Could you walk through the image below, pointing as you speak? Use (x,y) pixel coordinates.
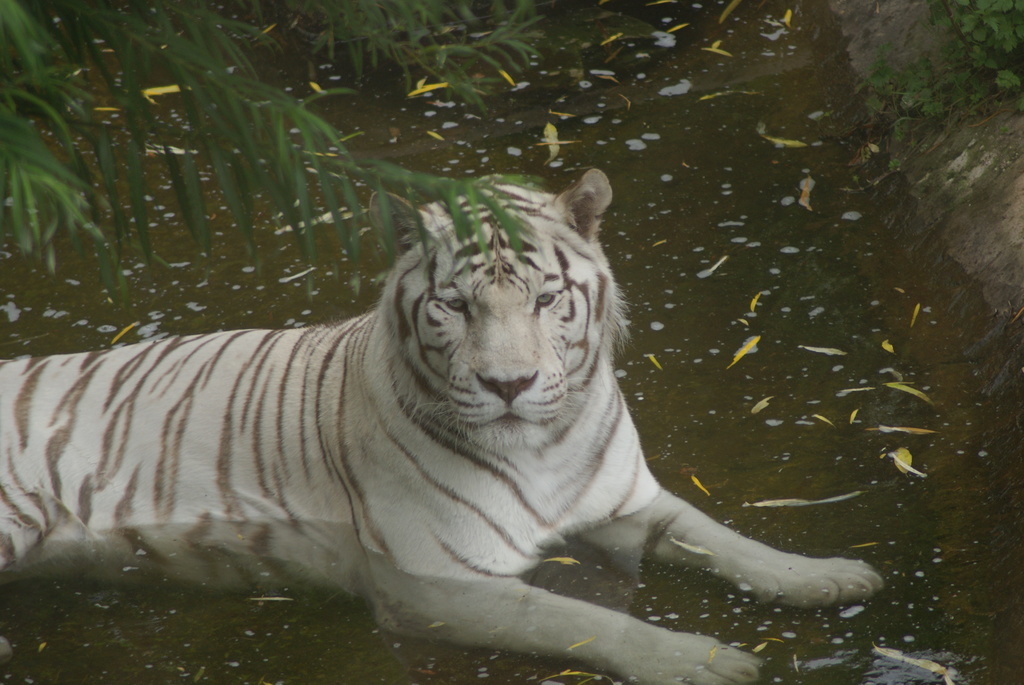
In the picture we can see a white tiger (446,551) sitting in the water (786,552) and besides it, we can see some plants (5,160) and some plant saplings (969,31).
